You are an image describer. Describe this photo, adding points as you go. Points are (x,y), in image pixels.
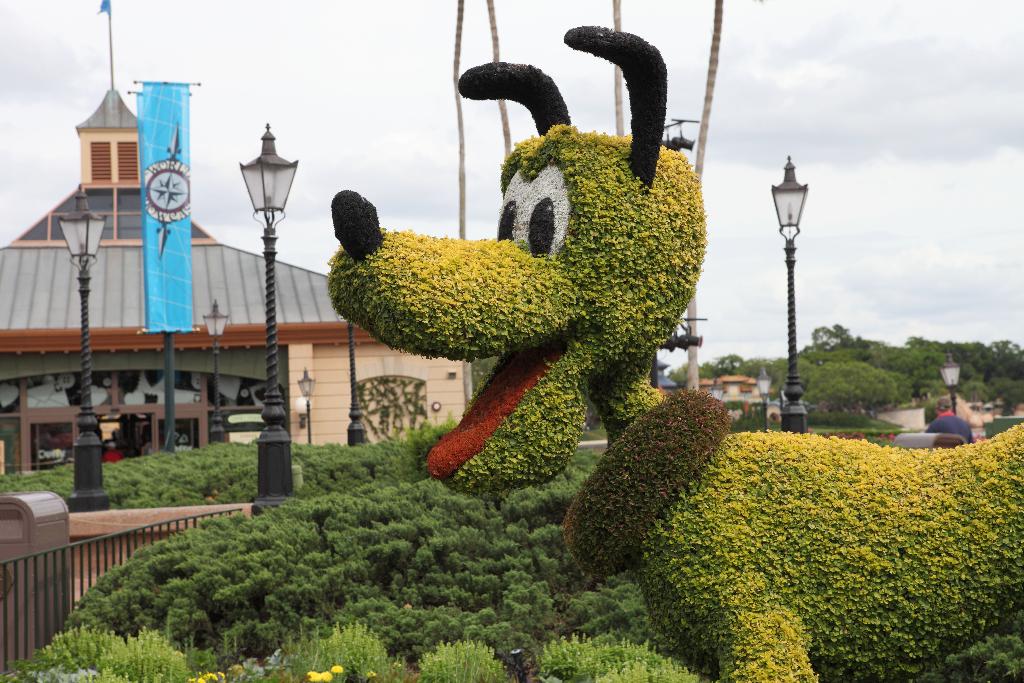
On the right side of the image (749,545) we can see a grass statue (710,456). At the bottom (137,594) there are bushes (349,590). In the background (122,382) there are poles (220,418), building (342,357), tree trunks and sky (794,37) and we can see trees (893,359).
